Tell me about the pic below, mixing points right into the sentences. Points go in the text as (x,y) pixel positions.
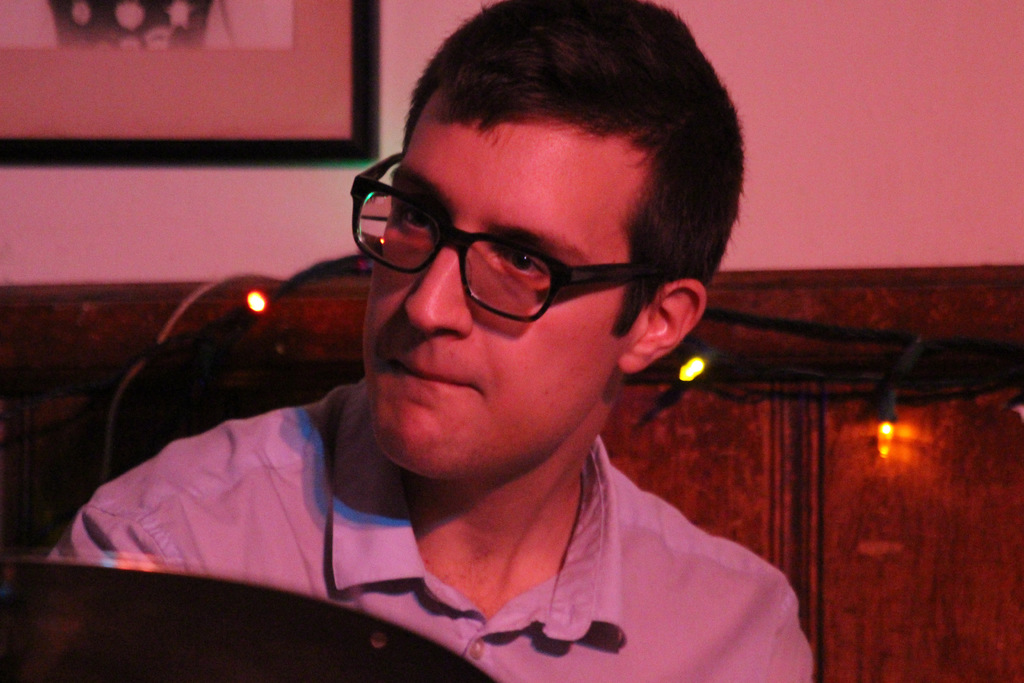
The picture is taken inside a room (997,34). In the foreground of the picture (468,504) there is a man (503,589) wearing spectacles (485,283), behind him there are lights (265,292) and an wooden object (257,362). At the top (397,67) it is wall (778,126), there is a frame (45,69) to the wall (319,193).
